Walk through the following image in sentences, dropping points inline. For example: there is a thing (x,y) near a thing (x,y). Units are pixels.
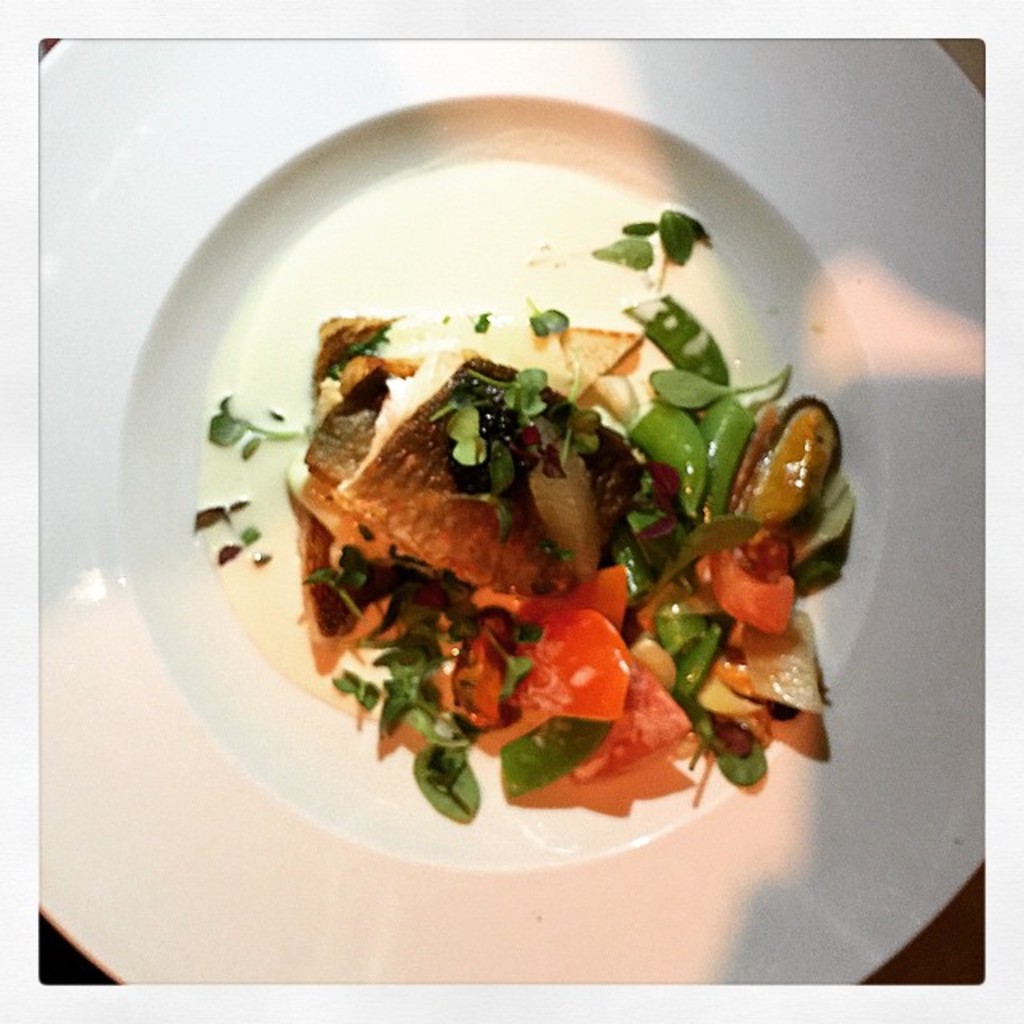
In this picture I can see food item (534,547) on white color plate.
